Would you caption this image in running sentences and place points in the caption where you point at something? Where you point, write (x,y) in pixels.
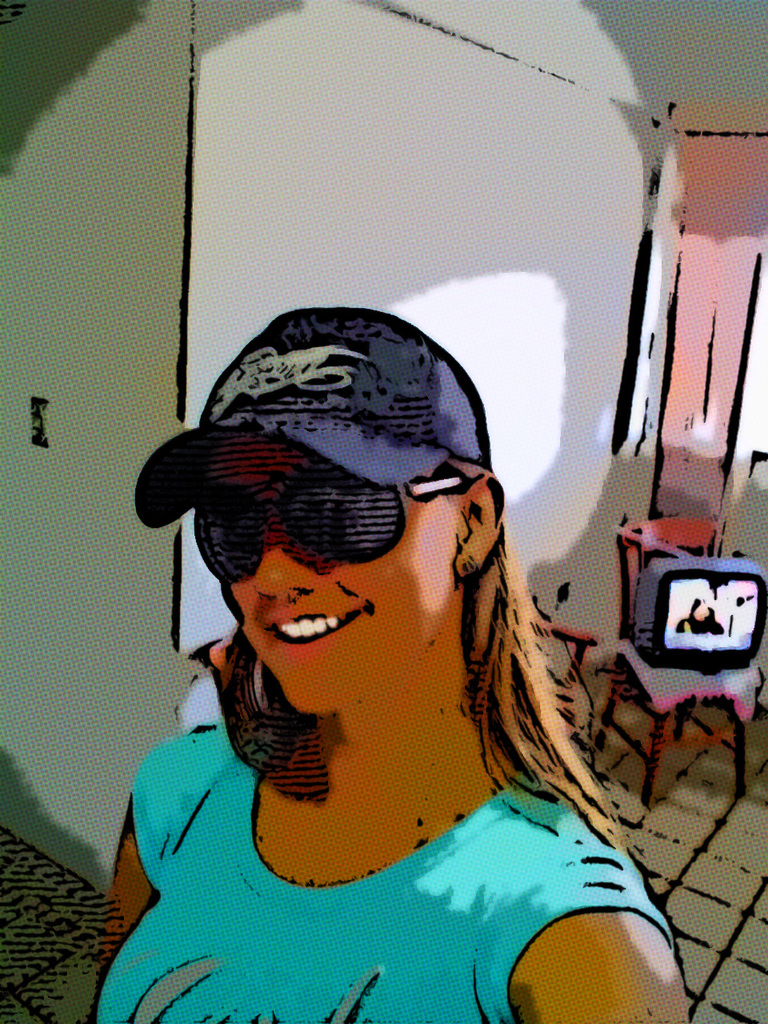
This is an edited image. In the foreground (391,511) there is a woman (305,864) wearing t-shirt (303,917), cap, sun glasses (325,524), smiling and seems to be standing on the ground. In the background (262,84) there is a wall (437,140), television (672,611) placed on the chair (730,712) and some other objects (564,631).
